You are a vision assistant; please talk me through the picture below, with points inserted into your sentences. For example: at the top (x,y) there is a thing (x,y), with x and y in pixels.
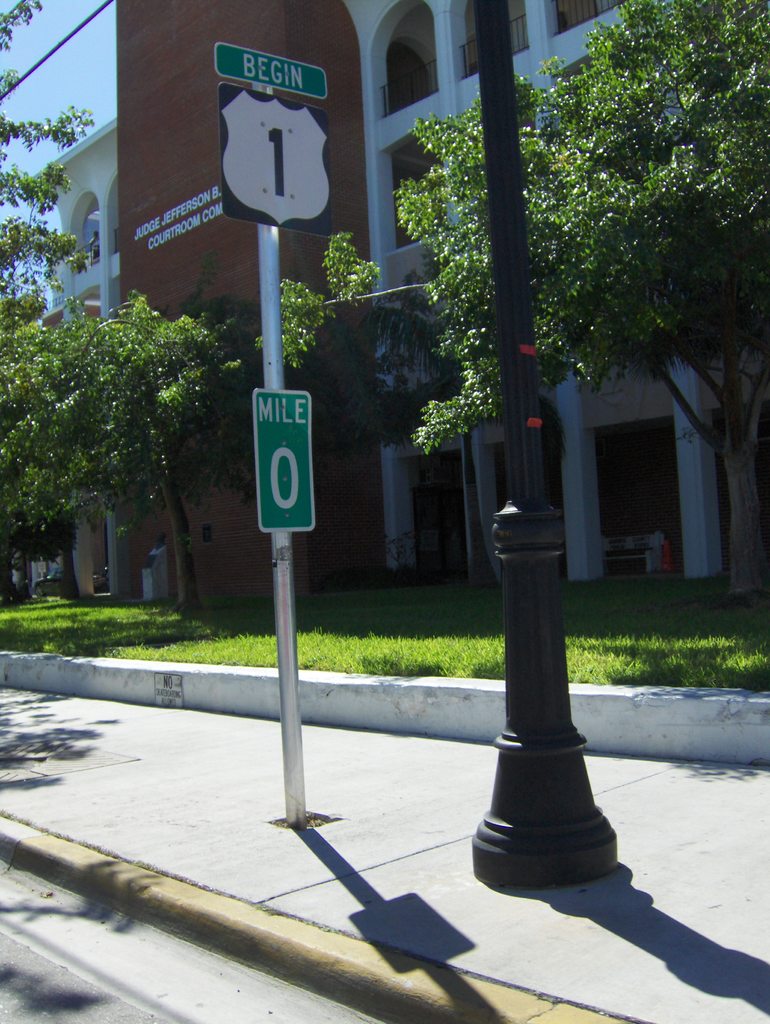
In this picture I can observe a pole (296,697) in the middle of the picture (290,642). There is a building (187,275) in the background (177,113). I can observe some trees (423,359) and grass (236,616) on the ground (375,614). On the right side (536,614) I can observe black color pole (504,63).
